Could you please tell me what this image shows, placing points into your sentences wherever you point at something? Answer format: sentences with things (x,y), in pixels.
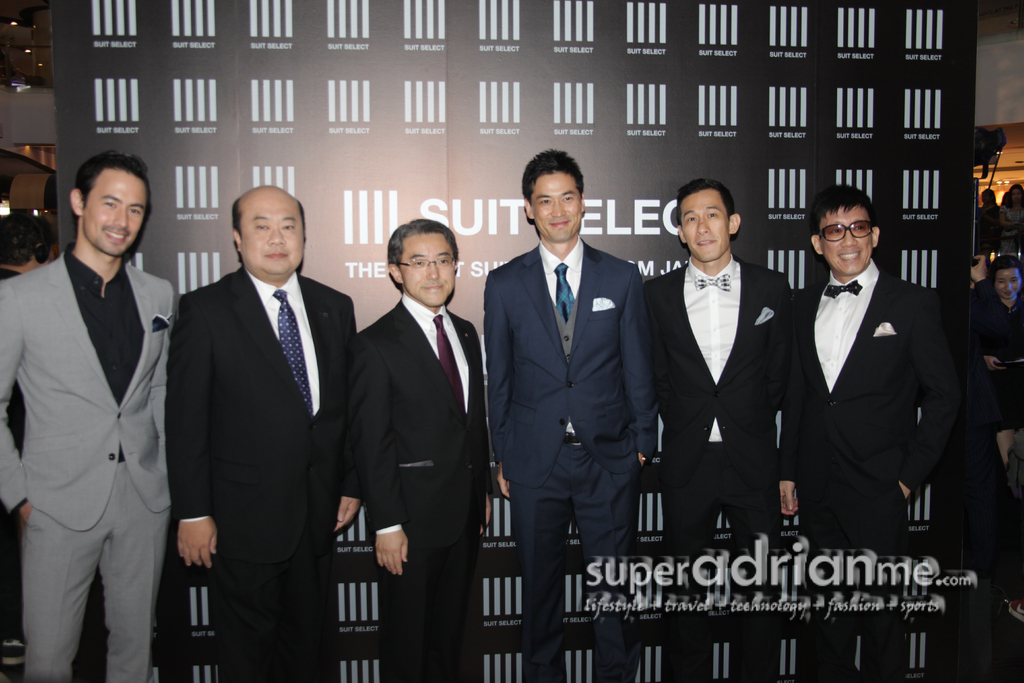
In the foreground of this image (431,381), there are six men (476,369) in suits (837,384) standing in front of a banner (779,252) and having smile on their faces (128,236). In the background (1011,311), there are persons (31,249).
